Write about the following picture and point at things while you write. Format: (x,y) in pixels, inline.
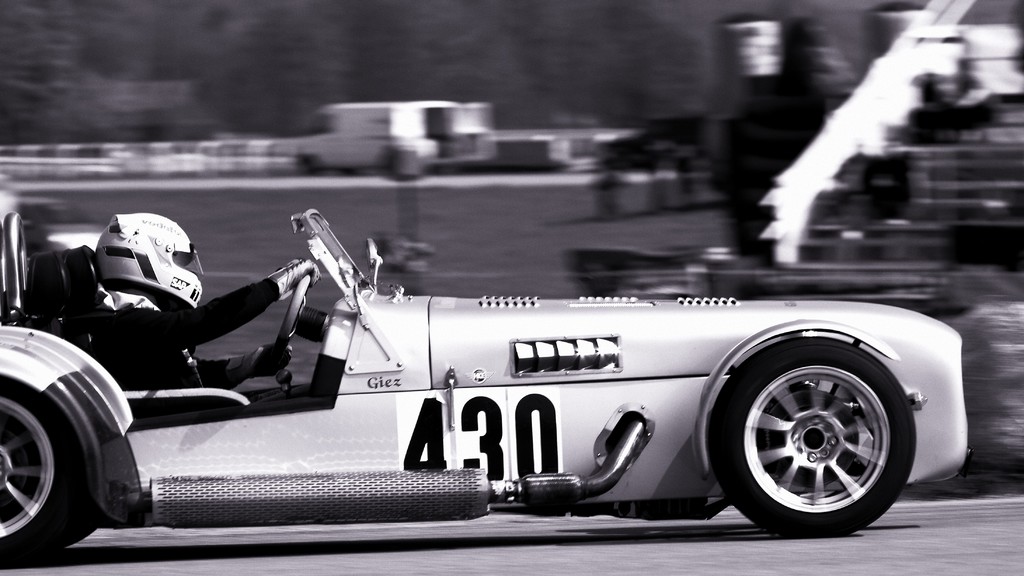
In this image I can see a person (277,283) riding on car (770,375) and person (201,291) wearing a helmet (136,253).
